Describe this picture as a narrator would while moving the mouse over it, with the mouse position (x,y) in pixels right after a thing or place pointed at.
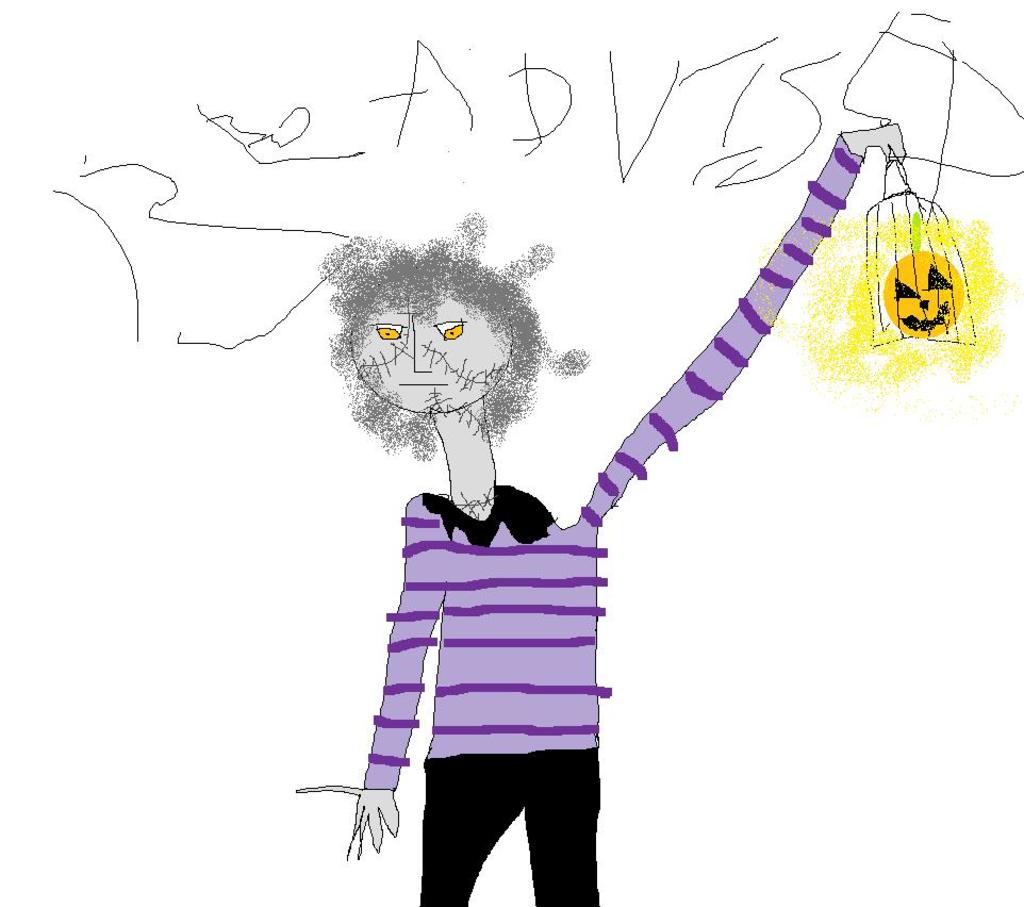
In this image there is a drawing (486,558) of a person (413,302) as we can see in the bottom of this image (412,672) and there is some text (731,121) written on the top of this image (266,220).
